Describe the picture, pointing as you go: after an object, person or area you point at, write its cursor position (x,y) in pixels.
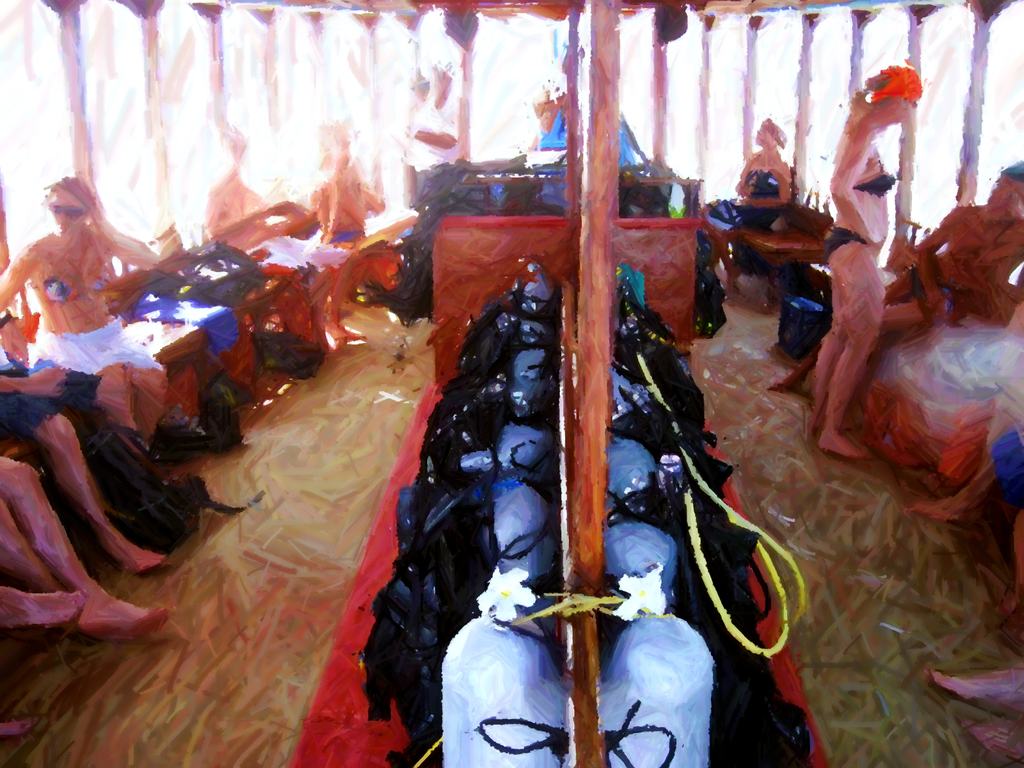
In this image we can see a painting (490,318). There is a painting (608,556) of many people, objects (626,507) etc. in the image.
